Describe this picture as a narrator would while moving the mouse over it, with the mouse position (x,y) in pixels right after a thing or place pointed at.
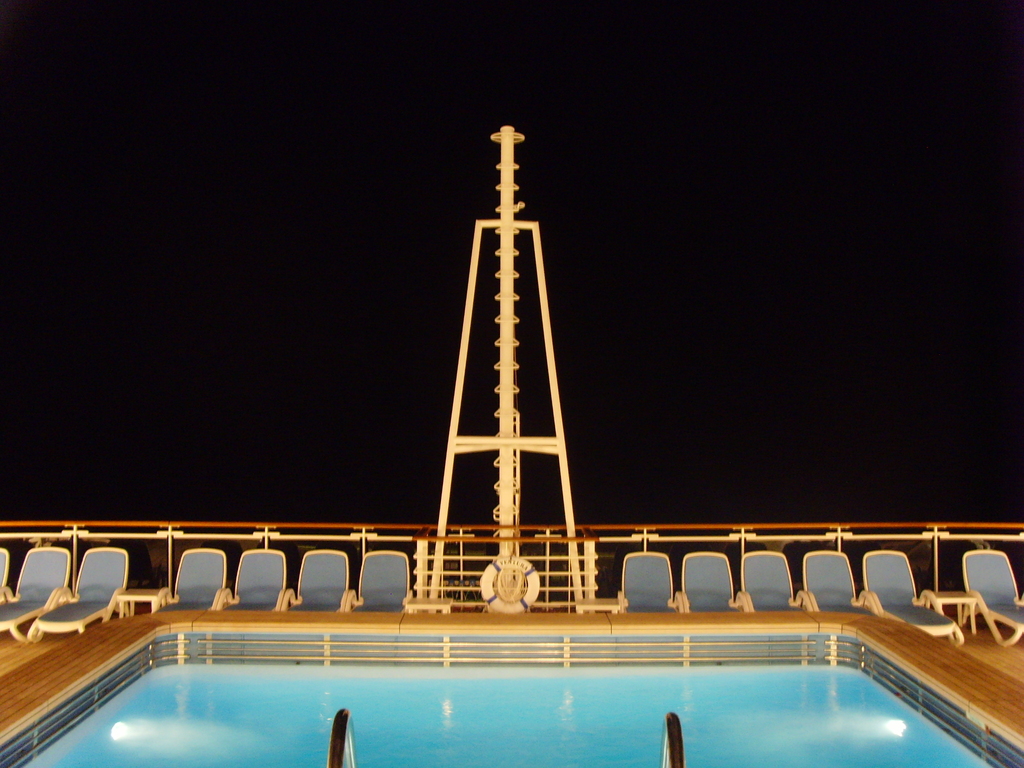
In this image we can see a swimming pool (452,652). In the center (549,377) there is a pole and we can see chaise loungers (19,616). There is a railing (140,525).
